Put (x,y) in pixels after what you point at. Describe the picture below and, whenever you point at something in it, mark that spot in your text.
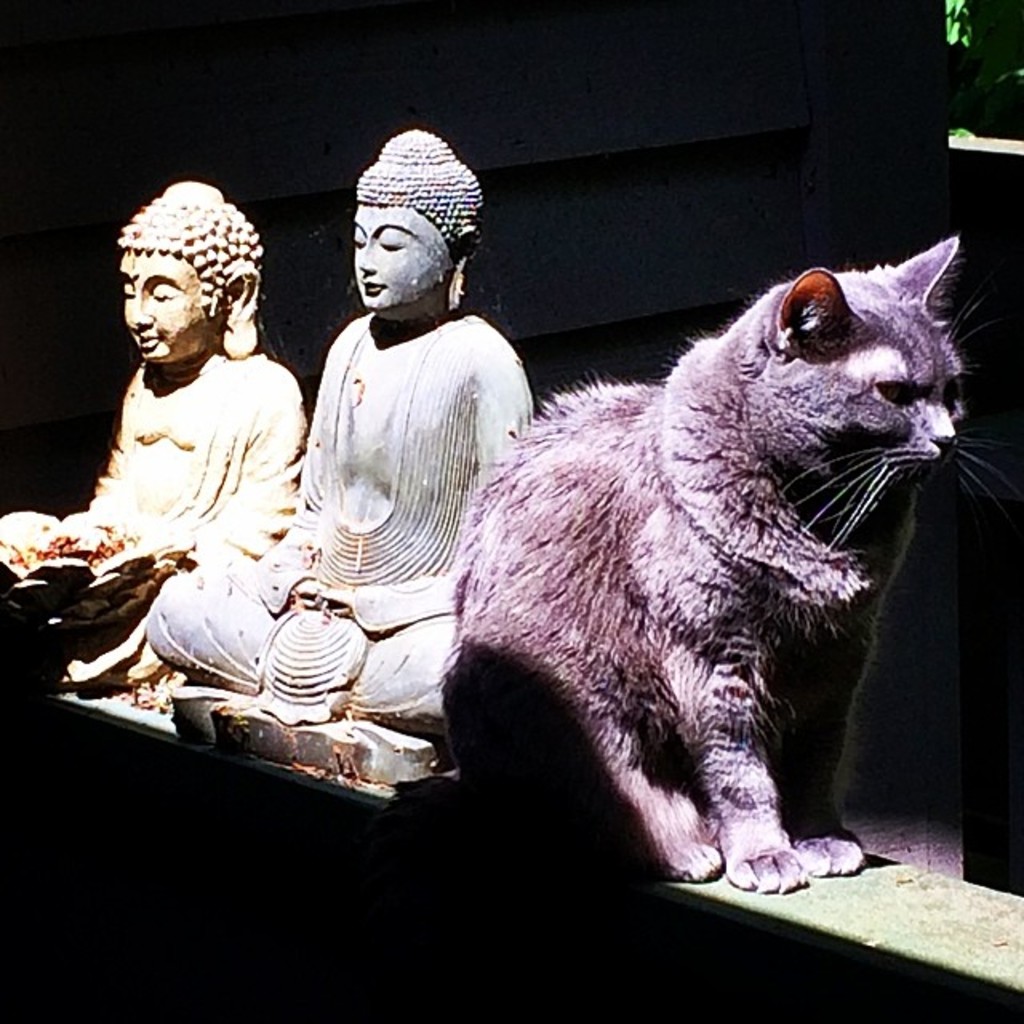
In this image there is a cat (706,705) sitting beside the buddha sculptures (67,600).
